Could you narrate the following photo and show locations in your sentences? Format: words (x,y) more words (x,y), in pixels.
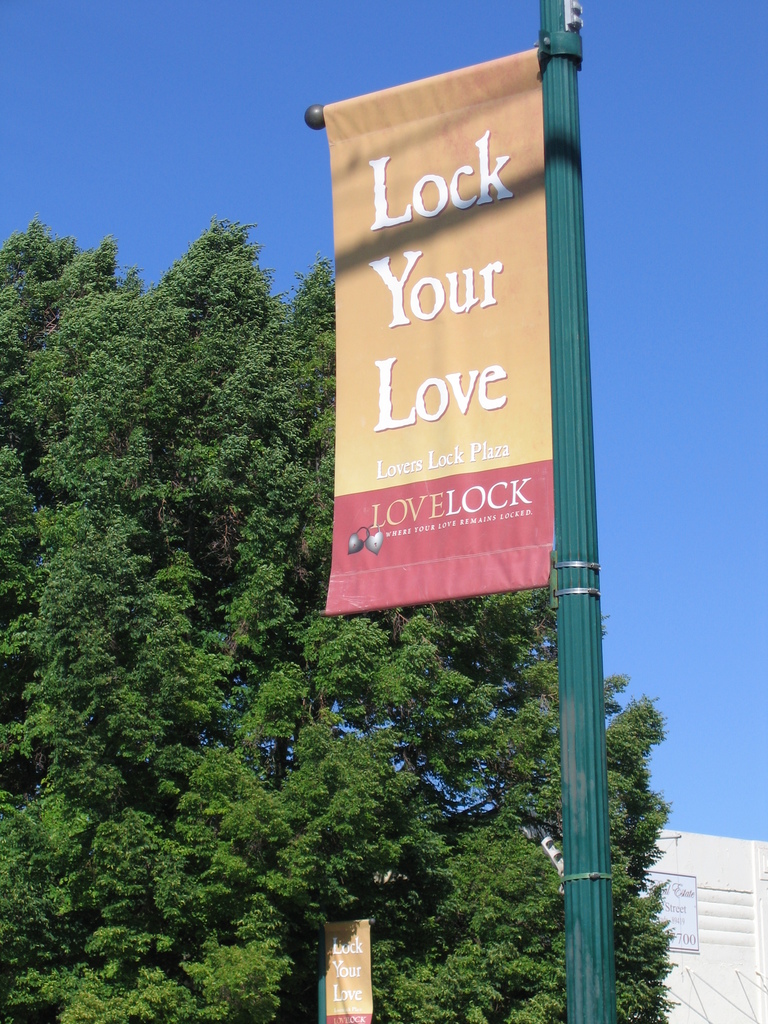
In this picture there is an object (468,251) which has lock your love written on it is attached to a green pole (554,433) beside it and there is a tree (485,698) and a building (739,973) in the background (498,853).
